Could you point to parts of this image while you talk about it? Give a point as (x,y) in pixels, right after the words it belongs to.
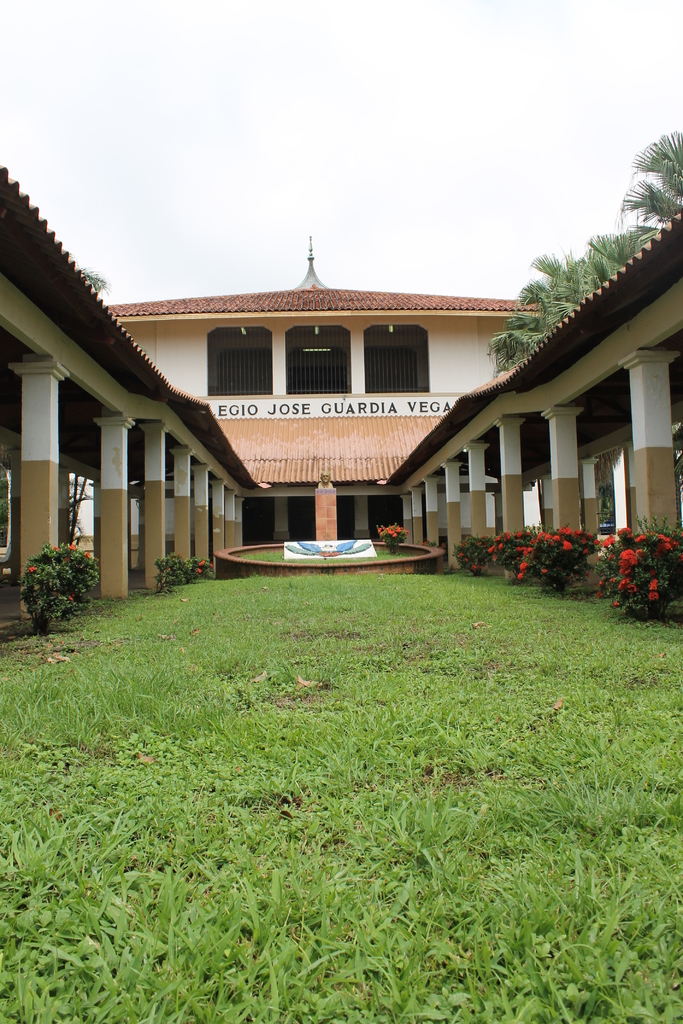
In this image, we can see green grass (164,842) on the ground (91,655), there are some flower plants (529,578) at the right side (554,576), there are some pillars (652,498) and there is a building (492,327), at the top (358,146) there is a sky (294,104).
